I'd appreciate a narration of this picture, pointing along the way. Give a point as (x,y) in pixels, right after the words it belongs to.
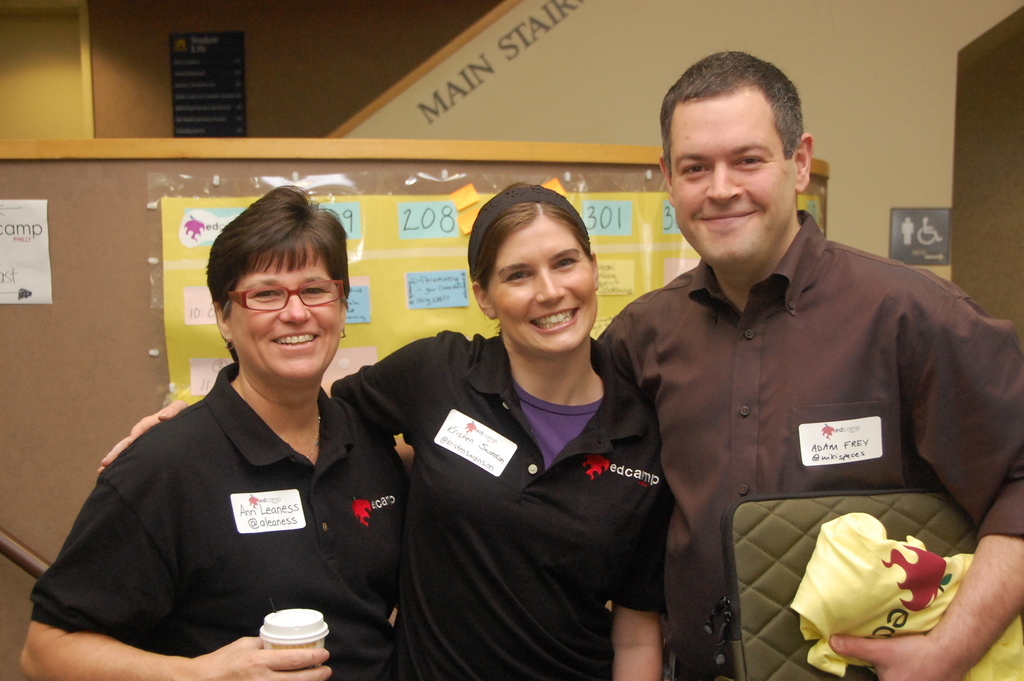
In the image we can see there are three people (586,438) standing in the front (516,407). Two are women (355,456) and one is man (818,479). This two women (459,499) were wearing black color shirt (472,512) and the man (840,488) is holding a bag (762,549) and in the background (447,237) there is a poster (414,242).
